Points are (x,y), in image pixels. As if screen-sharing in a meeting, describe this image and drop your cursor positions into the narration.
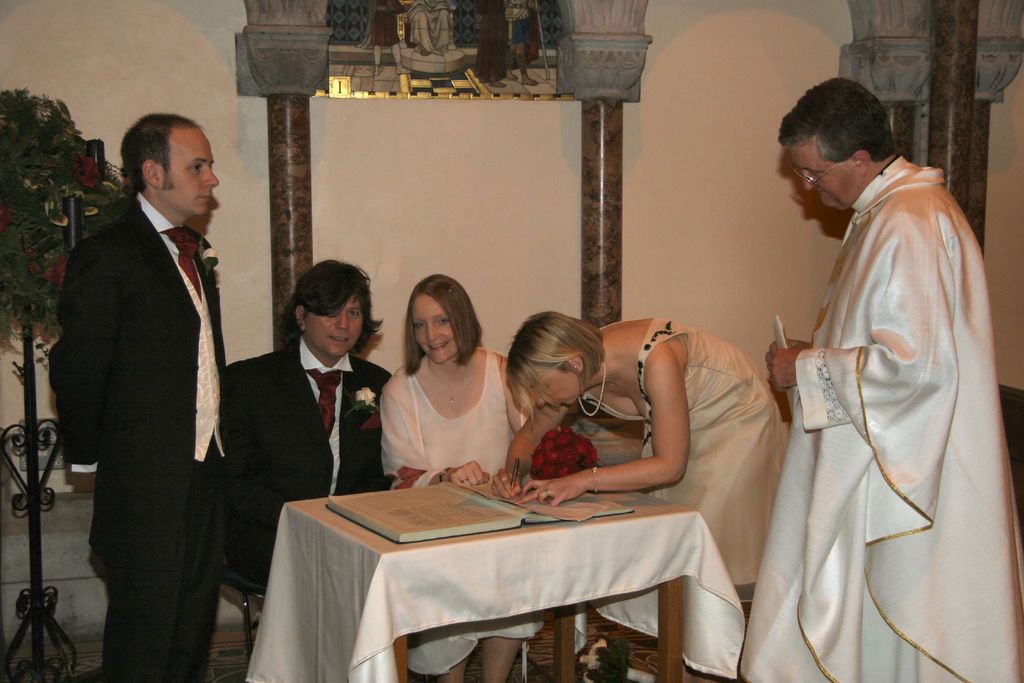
This picture shows a couple (256,463) seated on the chairs (228,580) and three people (558,488) standing and a woman (521,427) writing on the paper (491,503).
